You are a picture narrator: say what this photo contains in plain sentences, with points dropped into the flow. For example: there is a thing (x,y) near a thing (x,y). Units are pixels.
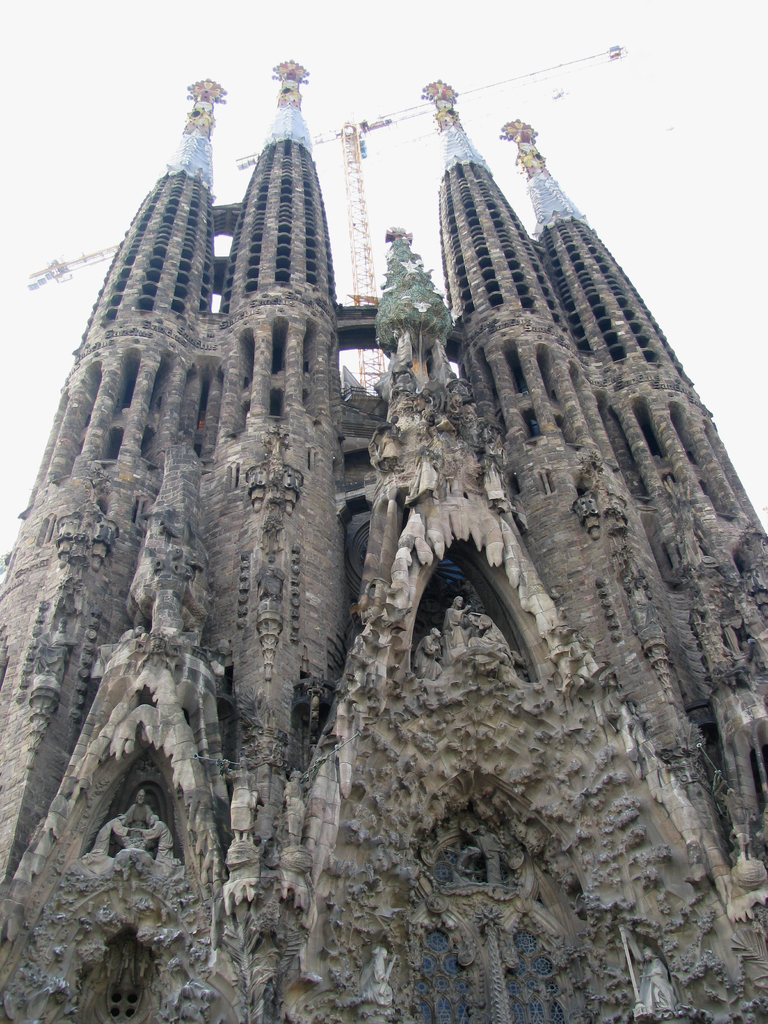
In this image there is a building (388,505). Behind the building (598,447) there is a crane (356,206). At the top (83,110), I can see the sky (123,93).
